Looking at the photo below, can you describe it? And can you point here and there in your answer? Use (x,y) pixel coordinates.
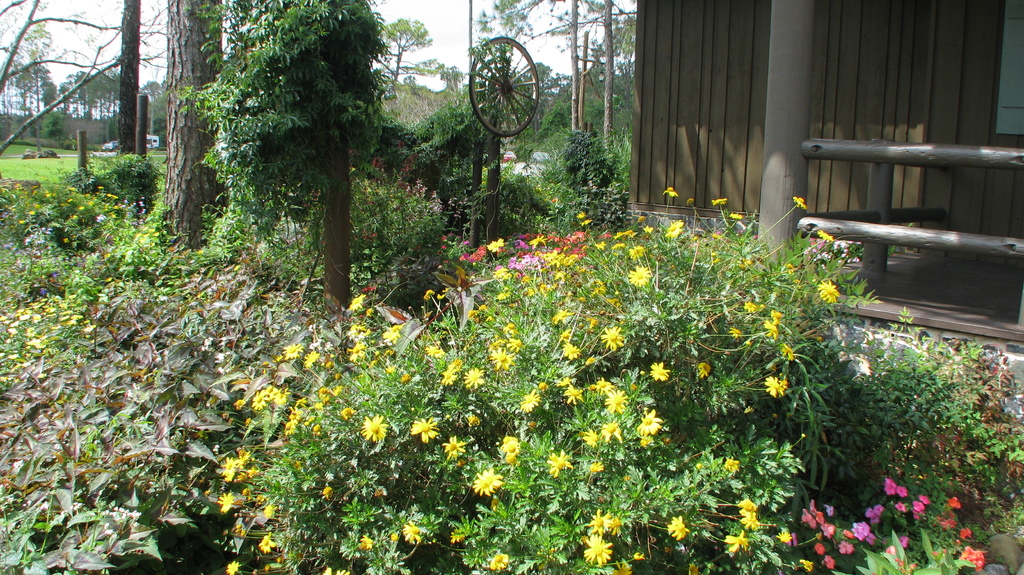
In the center of the image (466,285) we can see trees (193,54), plants (404,406) and flowers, which are in different colors. In the background (478,21) we can see the sky (82,50), clouds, trees (557,111), plants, grass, vehicles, poles (579,118), one wooden house (718,33), one wheel (507,86), fence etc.
